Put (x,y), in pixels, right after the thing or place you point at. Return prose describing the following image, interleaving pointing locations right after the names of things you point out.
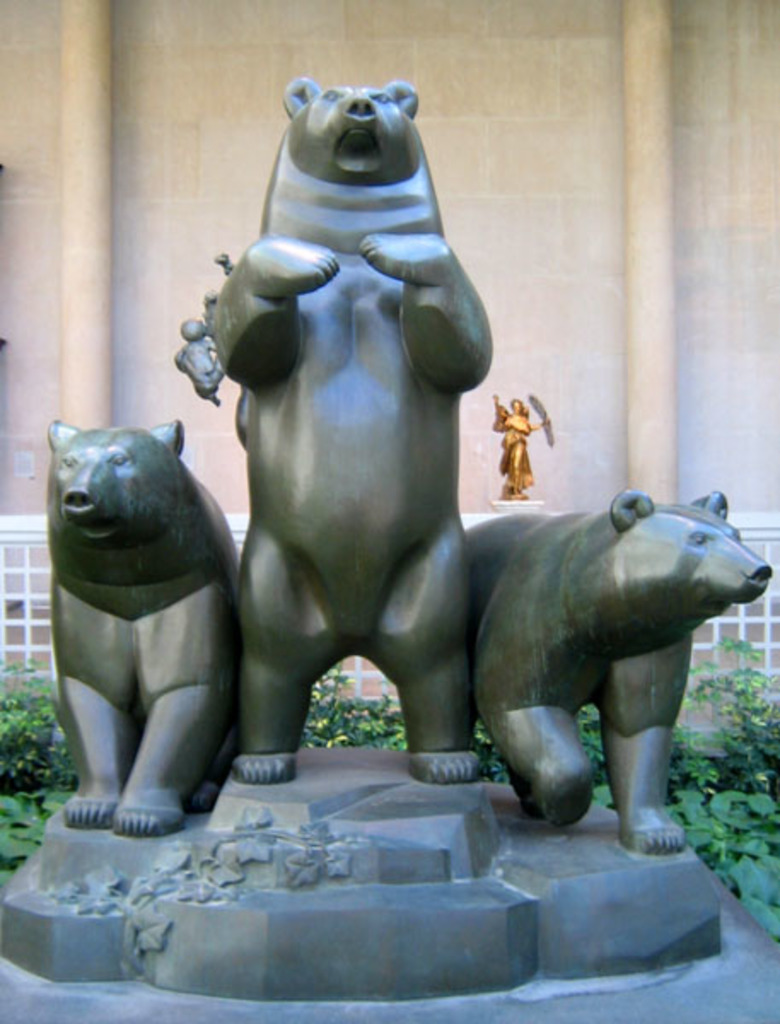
In this image I can see the statues (382,617) of animals (365,614). In the background (494,752) I can see the plants (362,735) and railing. I can also see the statue (508,466) of the person (515,441) in-front of the building (474,490).
